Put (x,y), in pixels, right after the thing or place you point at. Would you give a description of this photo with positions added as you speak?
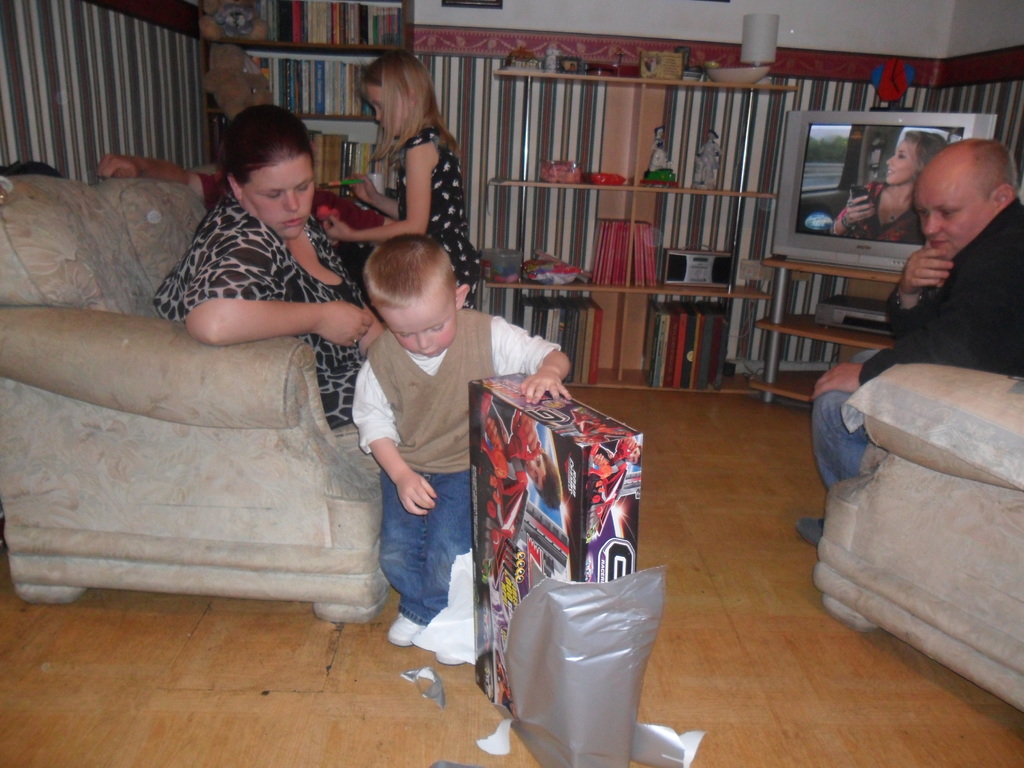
In this image we can see a man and a woman (322,372) sitting in the sofas (276,388) and a boy (378,394) standing on the floor (792,410) holding a box (499,589) with a wrapper (558,635). On the backside (753,100) we can see some statues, a lamp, toys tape recorder (686,261) and some objects (602,177) placed in the shelves (642,315). We can also see a group of books (296,107) in the racks (353,126), a television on the stand (807,322), some teddy bears (250,104) and a girl (424,118) standing holding some objects (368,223).
